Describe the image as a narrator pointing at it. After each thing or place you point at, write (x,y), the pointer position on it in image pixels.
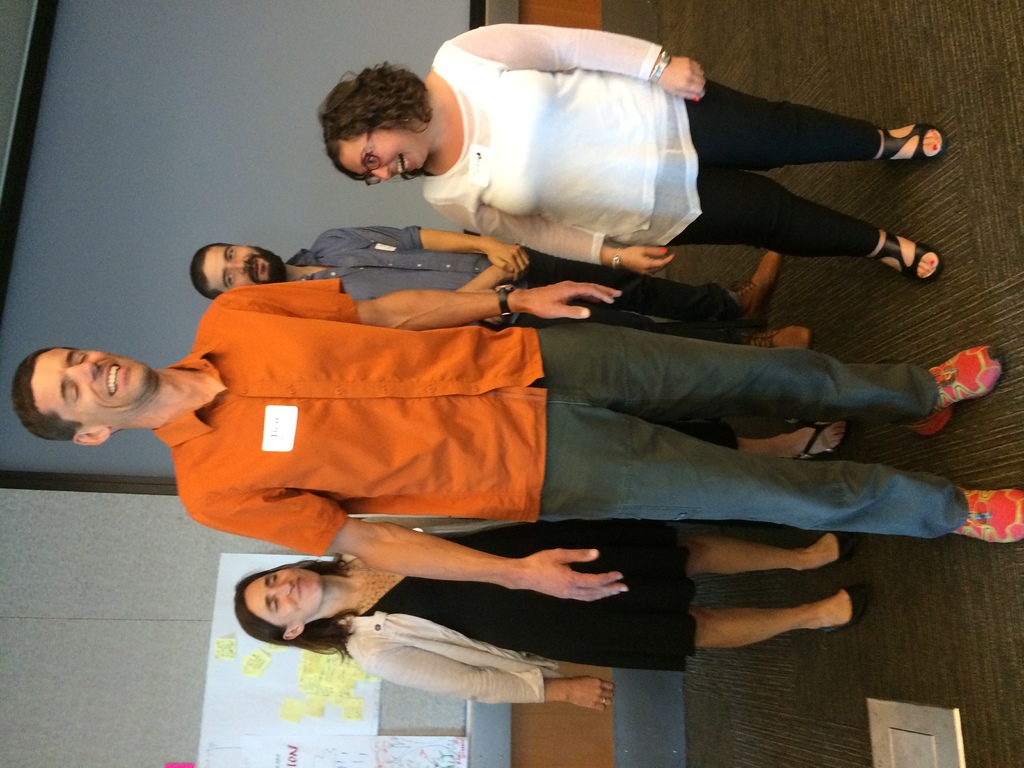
Here in this picture we can see a group of people (491,313) standing on the floor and we can see all of them are smiling and behind them on the wall (180,752) we can see a poster (274,673) present and we can also see a projector screen (123,449) present over there.
